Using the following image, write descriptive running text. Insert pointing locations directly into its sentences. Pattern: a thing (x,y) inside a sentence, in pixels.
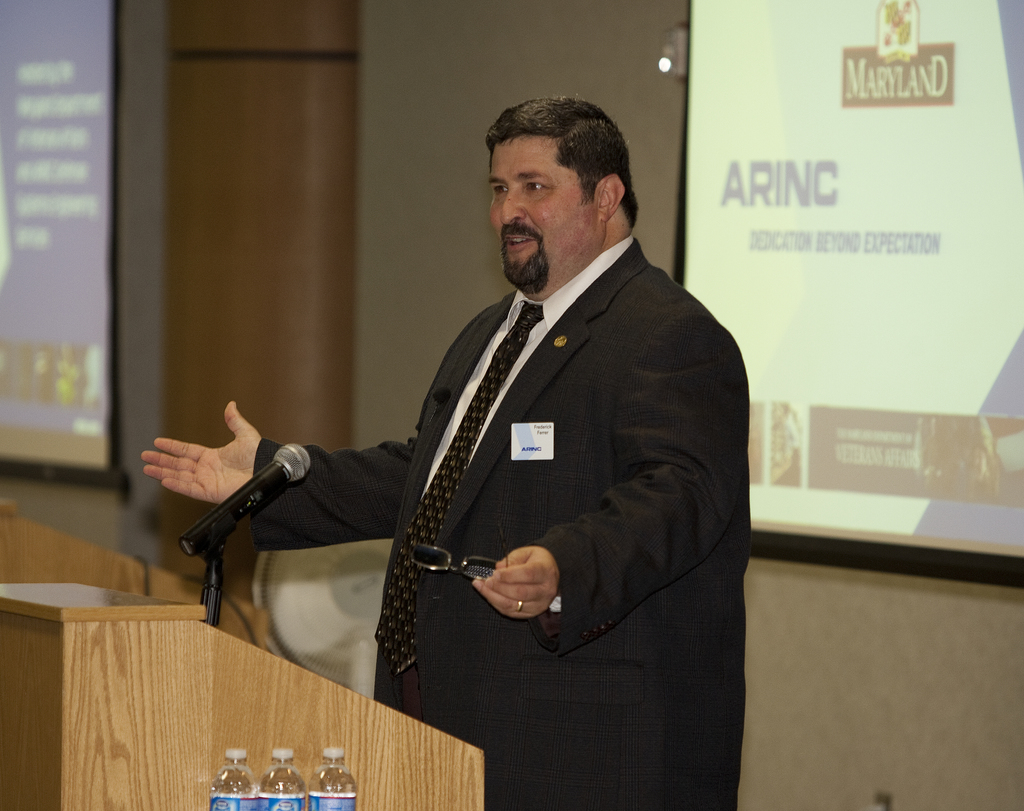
In this image we can see a man (530,345) wearing the suit (623,321) and holding the glasses (484,572) and standing in front of a podium (177,701). We can also see the mike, water bottles (236,781), a table fan (348,558) and also the screens (845,235). We can also see the wall (808,635), pillar (330,173) and also the light (664,60).
